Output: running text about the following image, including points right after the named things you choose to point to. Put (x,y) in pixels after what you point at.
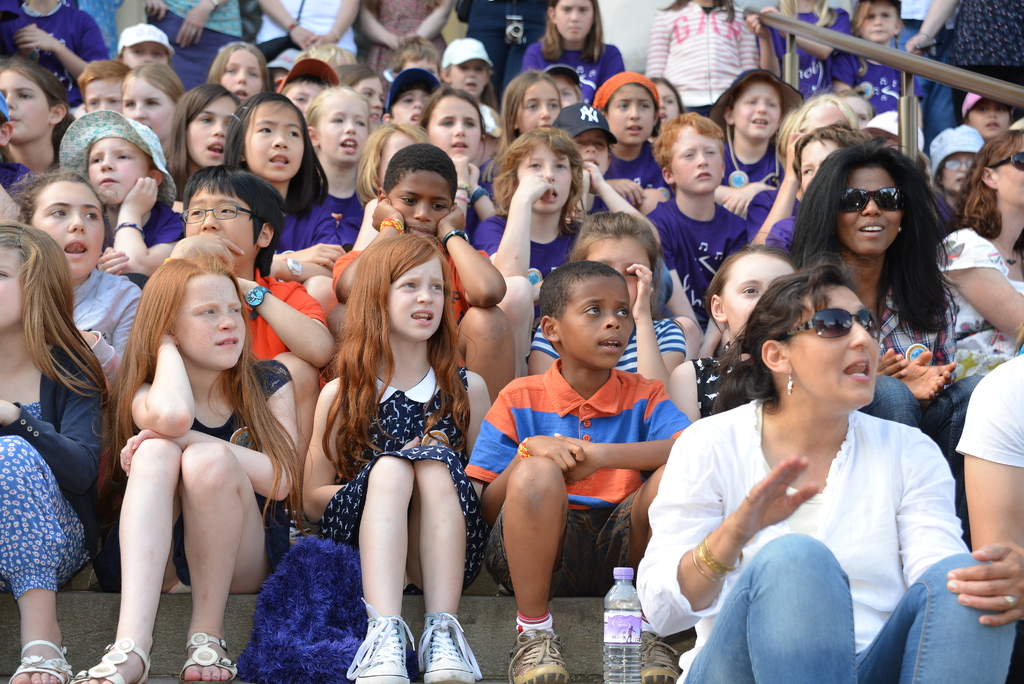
This image is taken outdoors. In the background (115,16) a few (423,33) are standing and there is a railing (857,42). In the middle of the image (551,232) many people (188,504) are sitting on the stairs (601,614). There is a scarf (298,604) and there is a water bottle (607,627). A few (124,131) have worn caps (468,53) and hats (604,93).
